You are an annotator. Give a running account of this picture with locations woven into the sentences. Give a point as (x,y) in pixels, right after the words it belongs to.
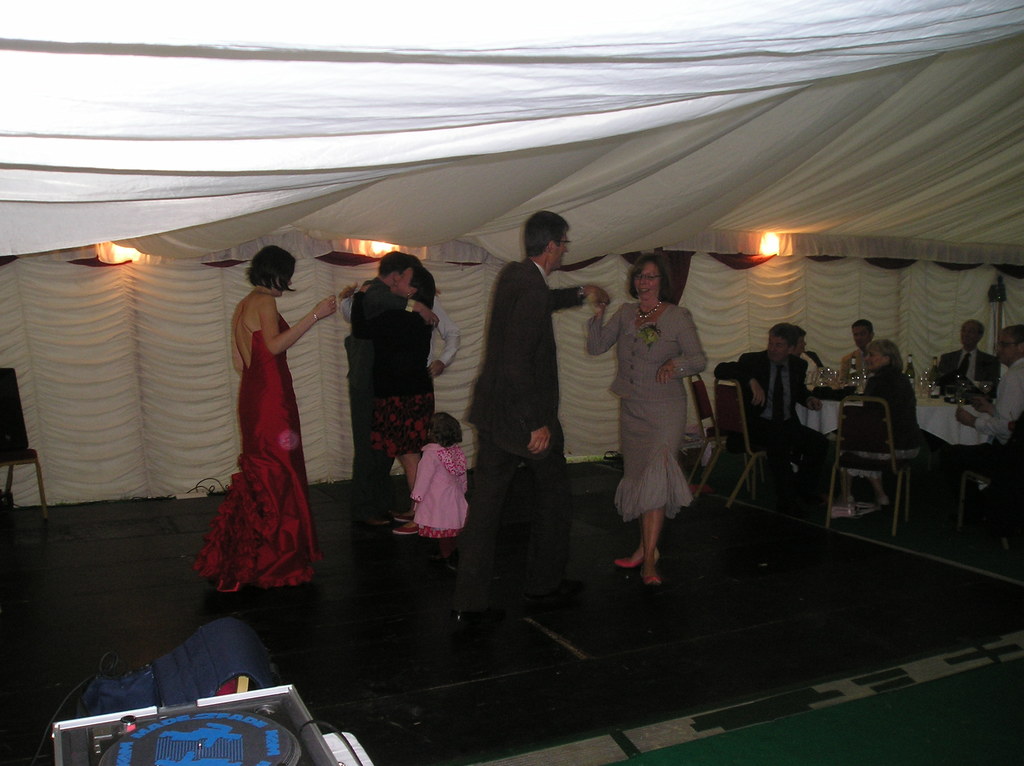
In the center of the image (397,363) we can see some persons (451,418) are dancing. On the right side of the image (957,423) we can see a table (943,406). On the table (941,423) we can see a cloth (927,406), bottles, glasses (852,384). Beside a table (824,391) we can see some persons (983,359) are sitting on the chairs (869,409). In the background of the image (183,460) we can see the clothes (429,206) and lights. On the left side of the image (4,371) we can see a chair (37,465). At the bottom of the image (192,739) we can see an object (229,702). In the background of the image (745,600) we can see the floor (694,674) and carpet (839,730).
